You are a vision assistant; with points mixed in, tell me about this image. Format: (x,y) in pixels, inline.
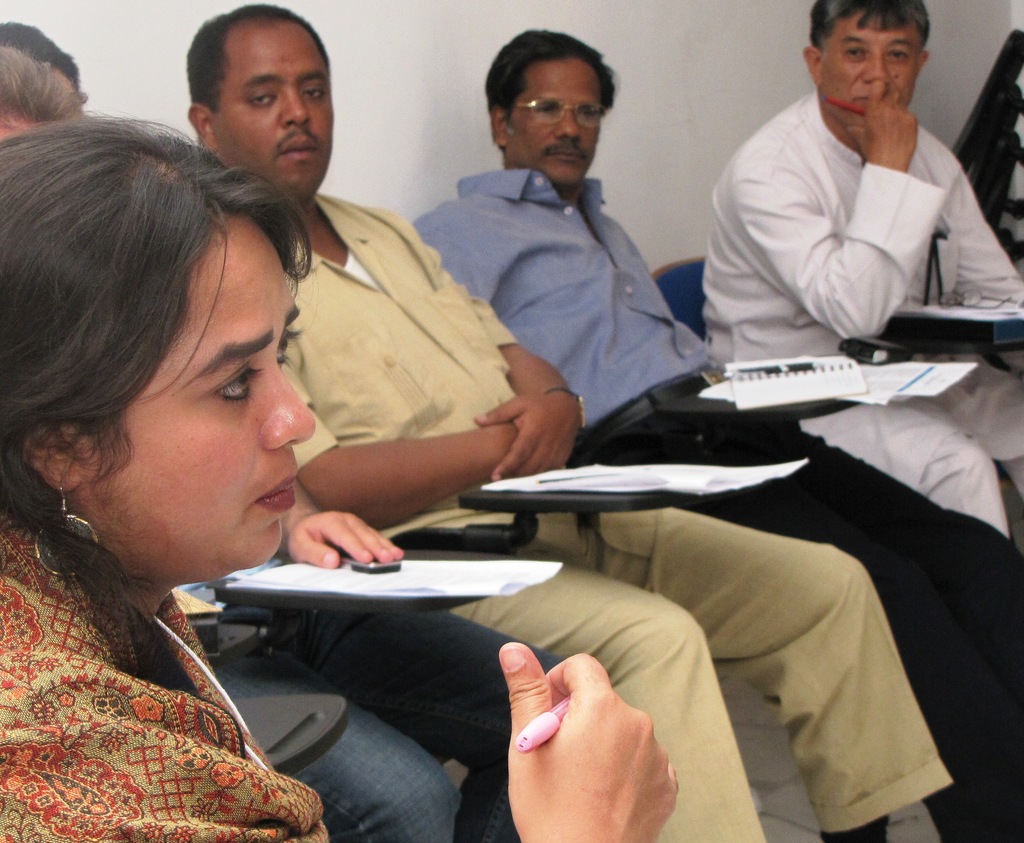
Here men (369,519) and women (119,804) are sitting on the chairs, these are papers (842,369), this is wall (625,89).
